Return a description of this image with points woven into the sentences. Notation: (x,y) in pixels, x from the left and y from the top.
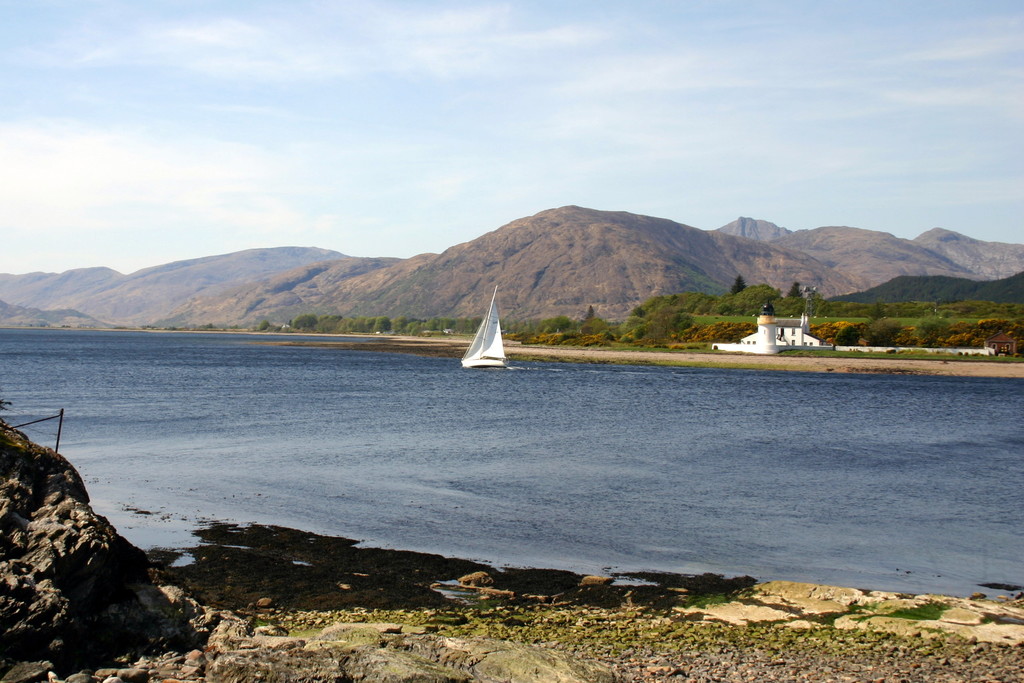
In this image, we can see water (449,384), there is a white color boat (492,362) on the water (459,383), there are some green color trees (645,318), we can see some mountains (632,266), at the top (537,202) there is a sky (600,55).
